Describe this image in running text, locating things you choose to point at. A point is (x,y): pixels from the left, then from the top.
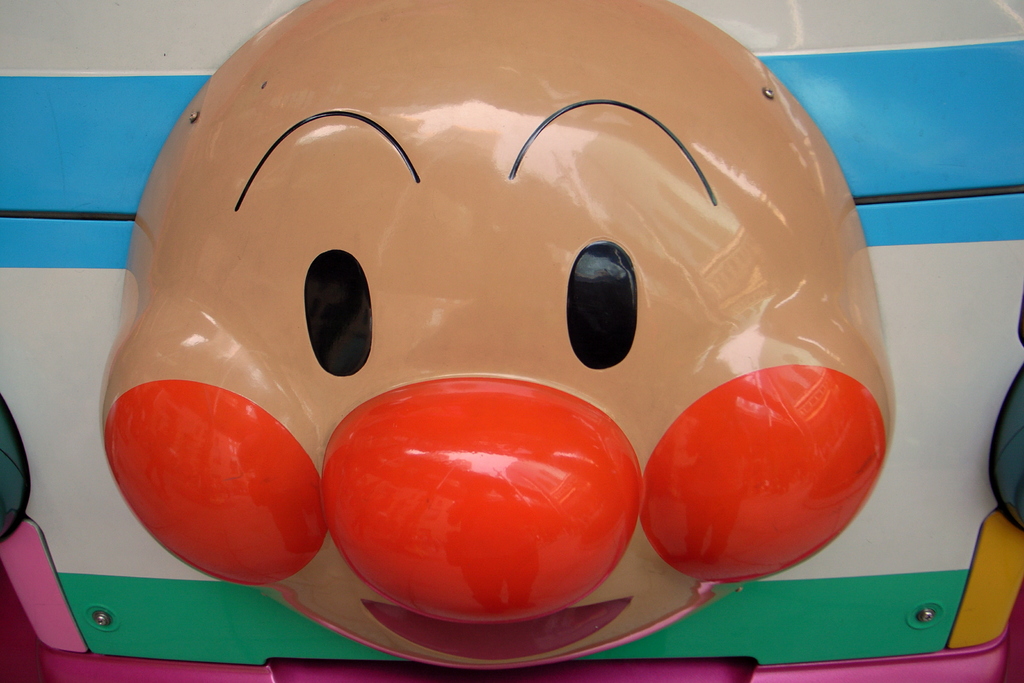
In the picture I can see a face shaped object (370,361) is attached to an object (1002,357).
